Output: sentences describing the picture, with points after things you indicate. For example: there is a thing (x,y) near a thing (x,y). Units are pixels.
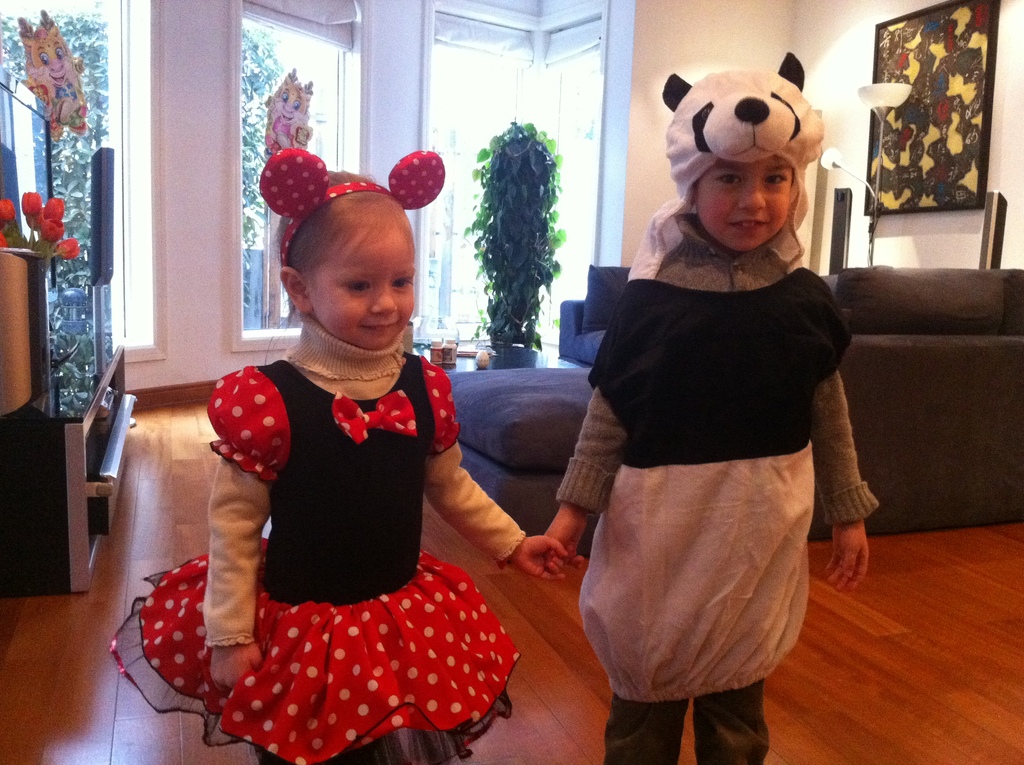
In this image we can see children (306,666) standing on the floor (550,631) and dressed in costumes (292,671). In the background (925,223) there are wall hanging (915,173) on the wall (847,176), sofa set (550,381), creepers (494,286), houseplant (501,302), cartoon stickers (282,112) pasted on the window (245,100) and a vase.
